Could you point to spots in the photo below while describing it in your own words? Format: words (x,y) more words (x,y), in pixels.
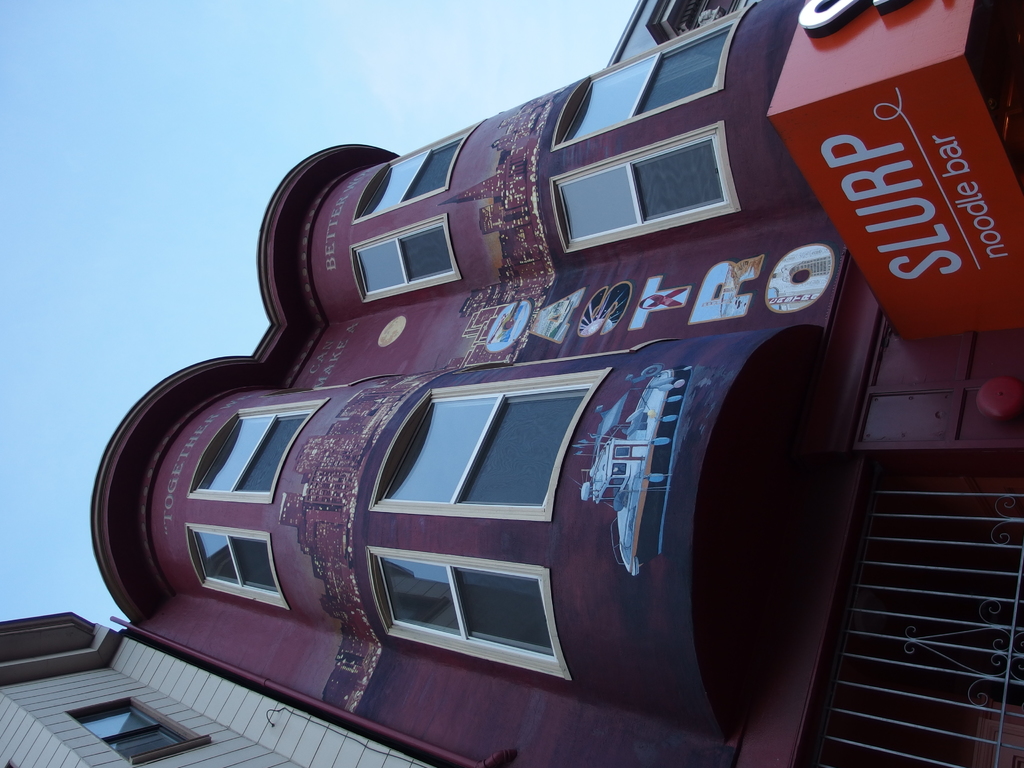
In front of the image there is a board (999,284) with some text (893,220) on it. There are buildings (630,338). In the background of the image (332,86) there is sky (210,104).
